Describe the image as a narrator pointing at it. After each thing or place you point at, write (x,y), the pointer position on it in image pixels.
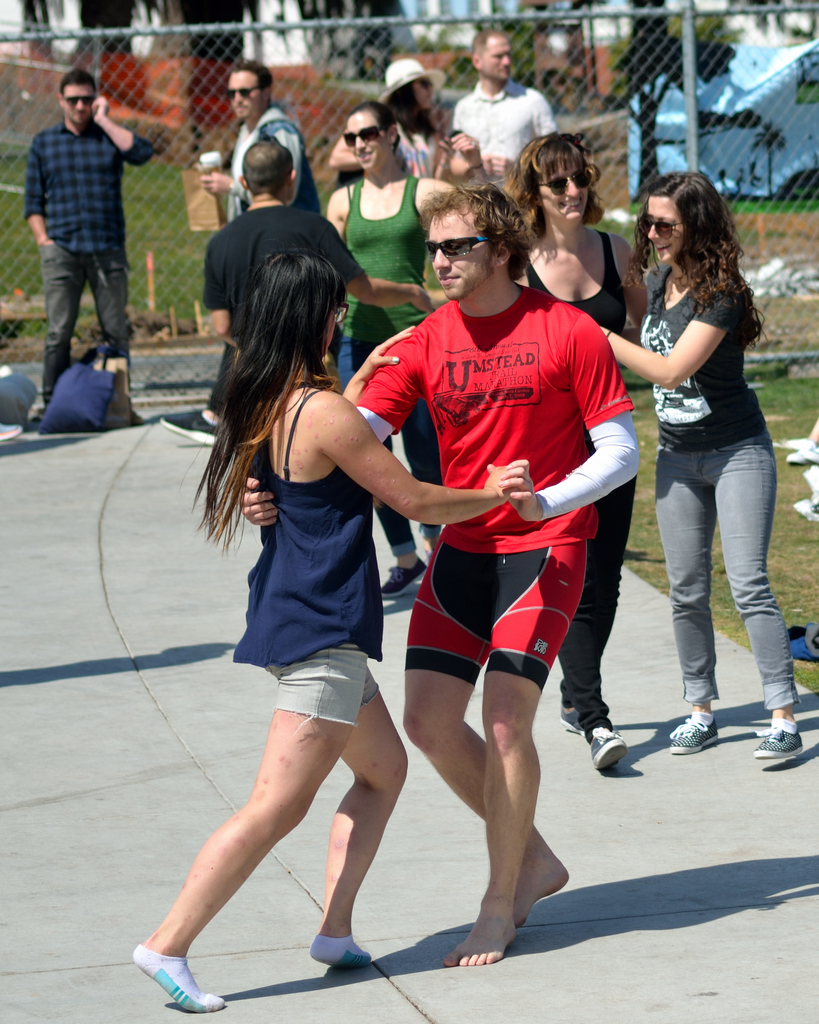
In this image, we can see a group of people (402,173) wearing clothes (731,316) and standing in front of the fencing (561,38). There are two persons (370,361) in the middle of the image (318,555) dancing on the floor (590,777).
